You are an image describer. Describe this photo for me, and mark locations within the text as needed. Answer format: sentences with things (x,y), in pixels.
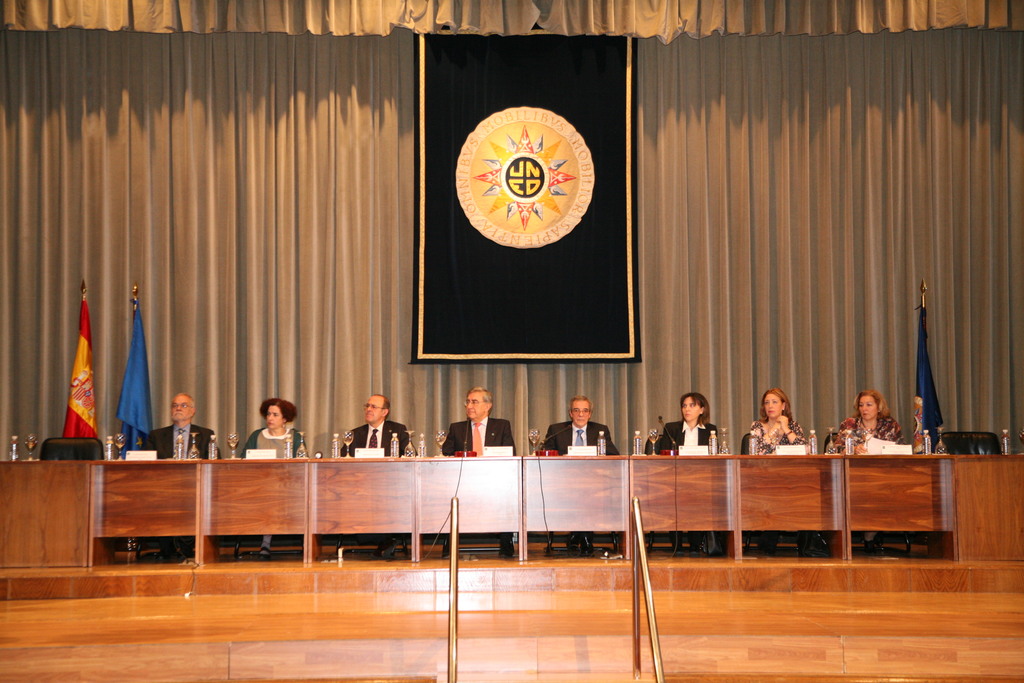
In this picture I can see there are few people (188,433) sitting here there is a table (356,501) in front of them and there are water bottles (213,443), wine glasses (196,452), name boards (378,451) placed on the table (450,477). In the backdrop (207,347) there is a curtain (334,357) and there are flags (140,432).
